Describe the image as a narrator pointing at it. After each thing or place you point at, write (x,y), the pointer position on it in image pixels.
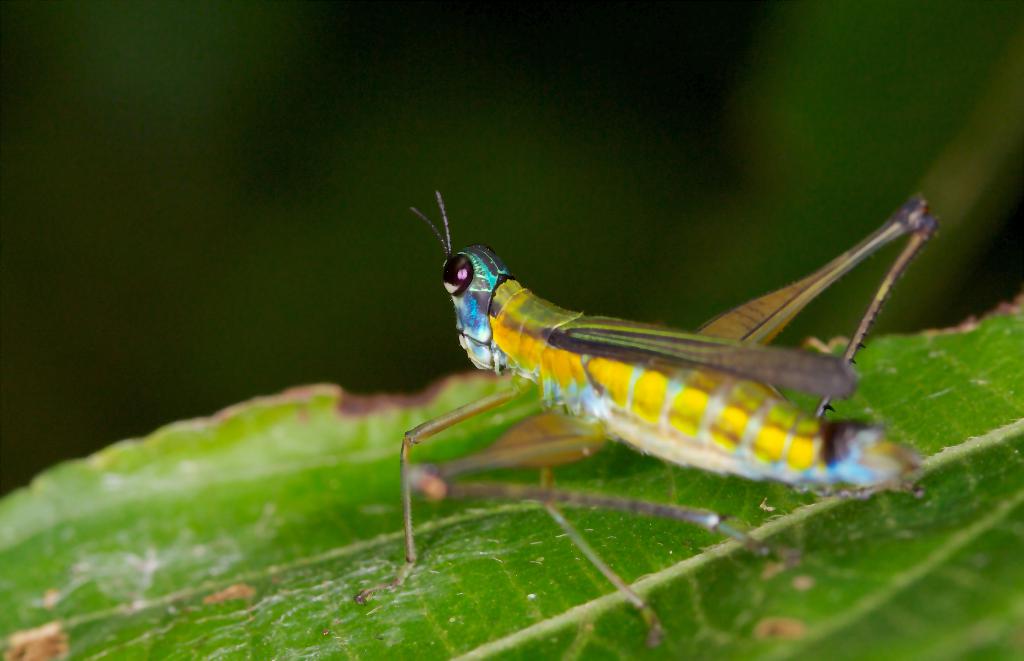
In this image we can see there is an insect (848,355) on the leaf (934,505).
